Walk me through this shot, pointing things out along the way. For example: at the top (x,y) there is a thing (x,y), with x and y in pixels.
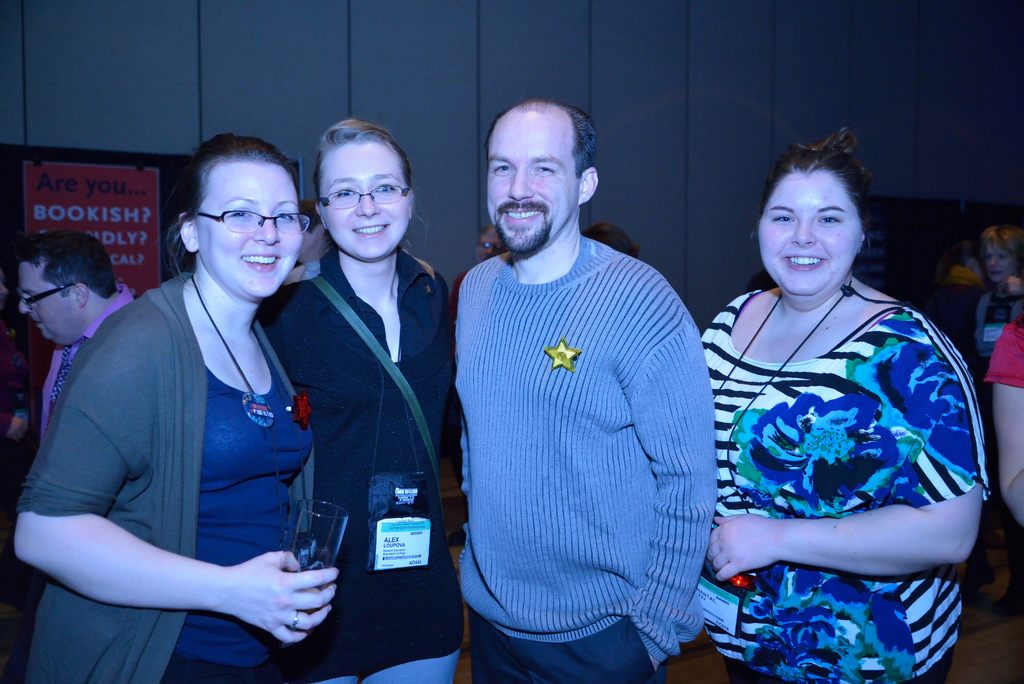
In the image we can see there are people (440,364) standing and the women (436,427) are wearing id cards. There is a star badge (557,353) on the tshirt (556,393) of a man (543,387) and there is a woman (242,614) holding glass (300,546) in her hand (305,604). There is a banner (129,229) kept on the wall (17,198).
